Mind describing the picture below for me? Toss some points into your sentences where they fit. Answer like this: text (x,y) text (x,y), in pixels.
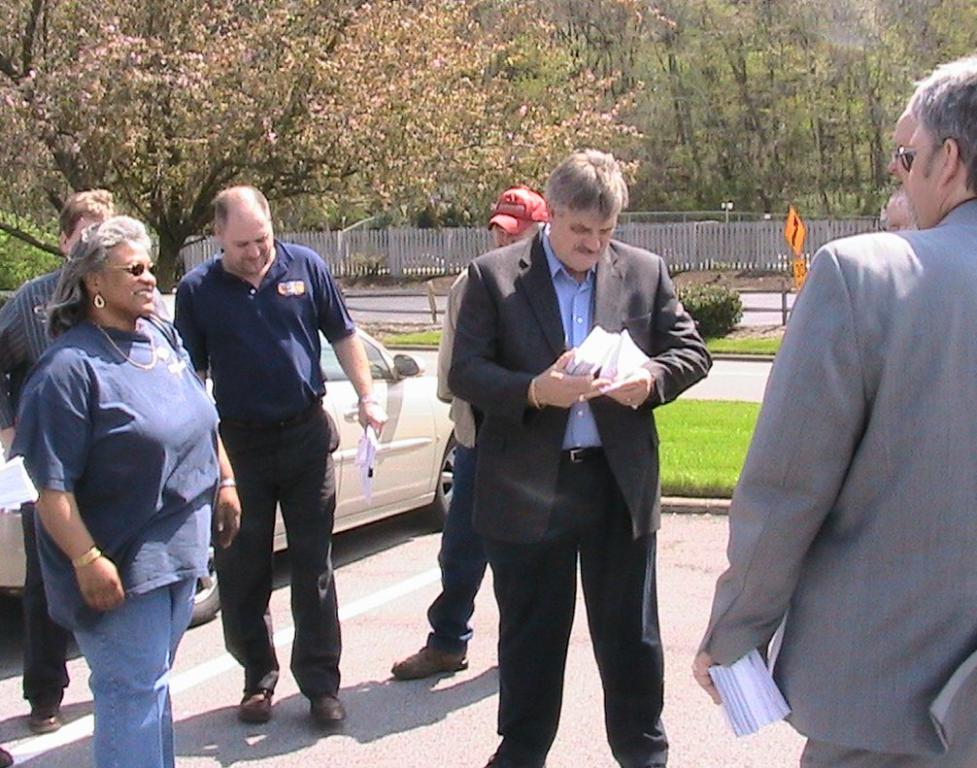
In this image I can see few people (617,311) are standing and holding something. Back I can see car (405,400), trees (791,192), sign boards (799,241) and fencing (717,248).
